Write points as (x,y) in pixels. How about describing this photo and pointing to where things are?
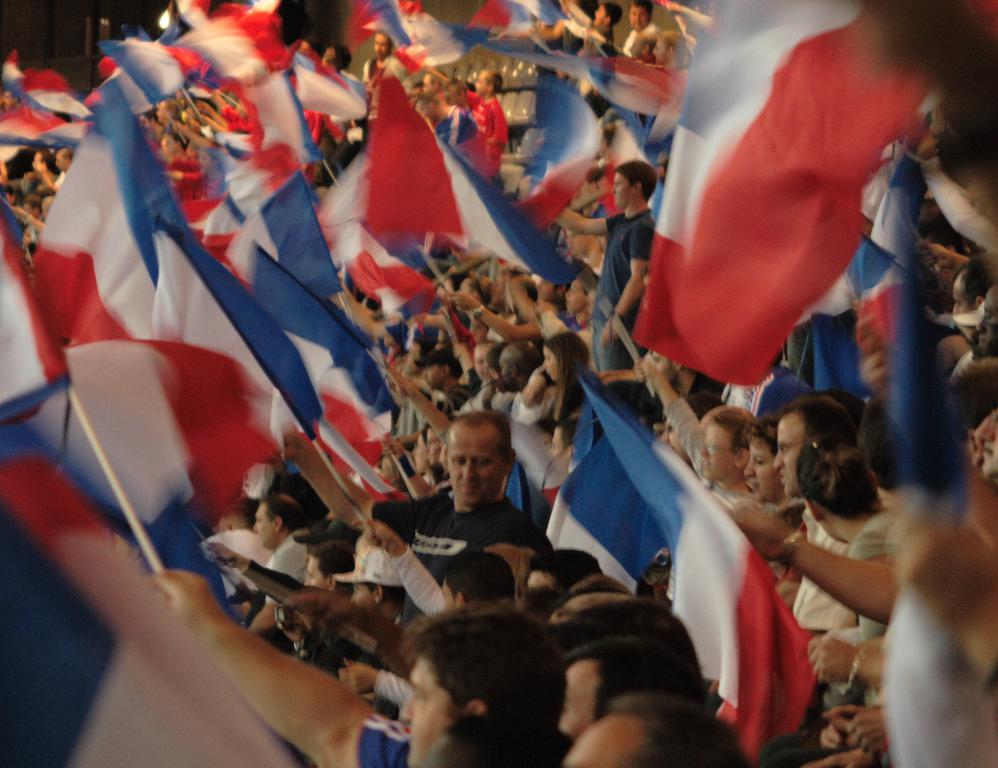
In this image there are a group of people (460,112) who are holding a flag (273,291) and waving.
